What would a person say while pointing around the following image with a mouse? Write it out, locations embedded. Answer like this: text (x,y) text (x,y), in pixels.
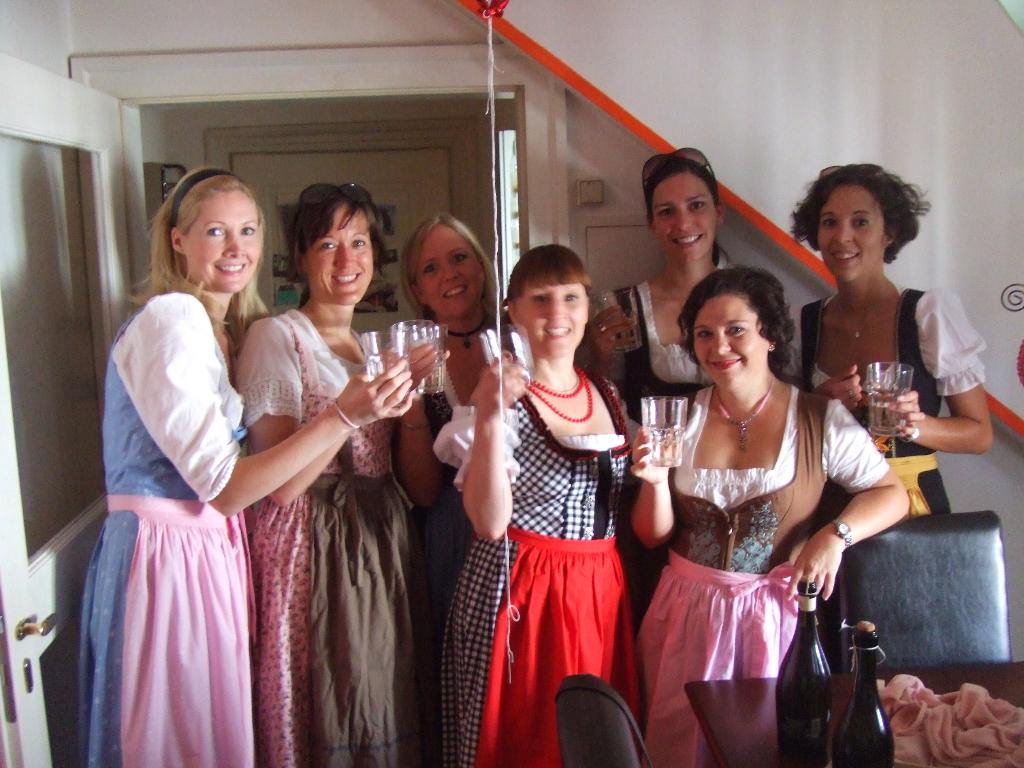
In this picture I can see a group of girls (857,279) are standing by holding the glasses (491,342) in their hands (479,392) at the center (676,442). There are bottles (800,701) on the right side (860,680), there is a door (85,309) on the left side (44,388).
